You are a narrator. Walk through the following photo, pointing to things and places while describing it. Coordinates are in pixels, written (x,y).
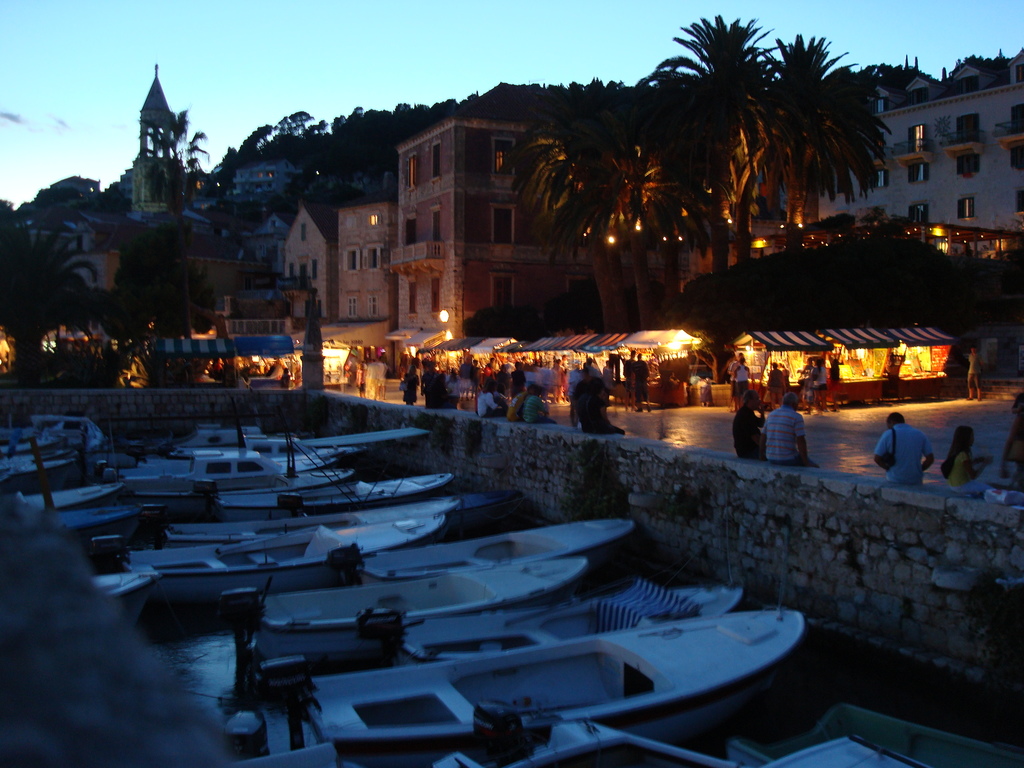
In this picture we can see boats (300,573) on the water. Behind the boats (319,530), there are groups of people (486,373) and a wall (449,417). Behind the people (507,393), there are stalls (660,359), trees (655,186), buildings (341,215) and lights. At the top of the image (323,63), there is the sky (397,63).
